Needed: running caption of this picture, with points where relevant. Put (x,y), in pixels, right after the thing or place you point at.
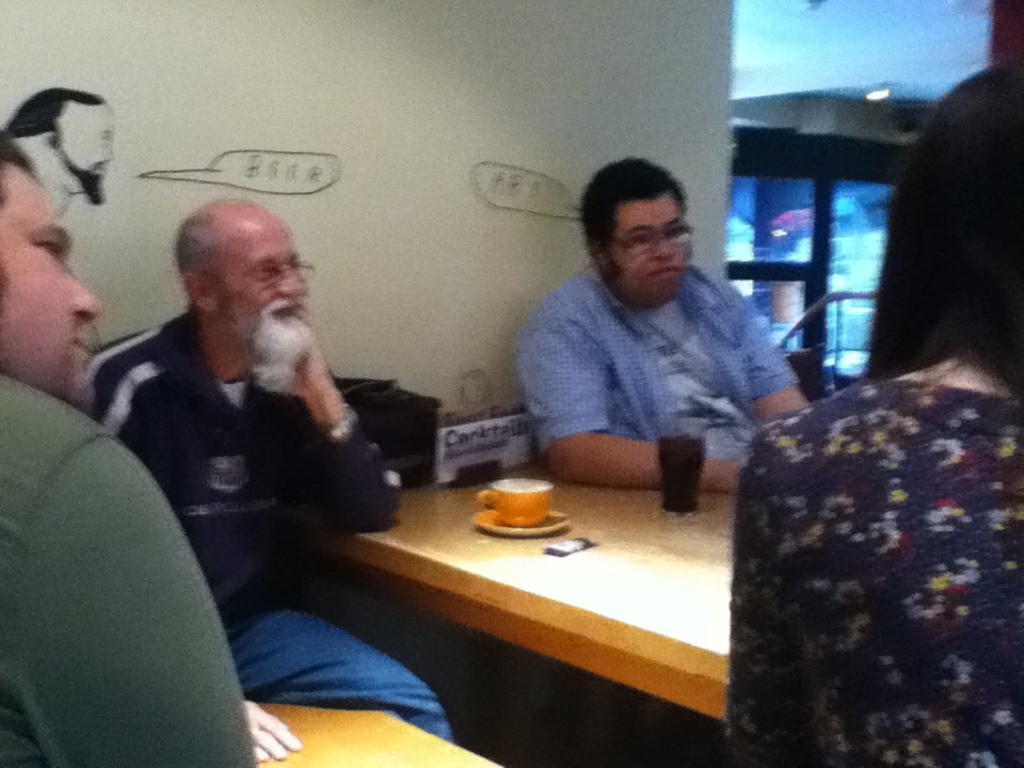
In this picture we can see four persons (218,474) sitting on chair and in front of them there is table (475,538) and on table (586,536) we have glass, cup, saucer (502,528) and in background (308,194) we can see wall (193,130) with painting (70,181), fence (838,297), window (816,226), light (883,93).
